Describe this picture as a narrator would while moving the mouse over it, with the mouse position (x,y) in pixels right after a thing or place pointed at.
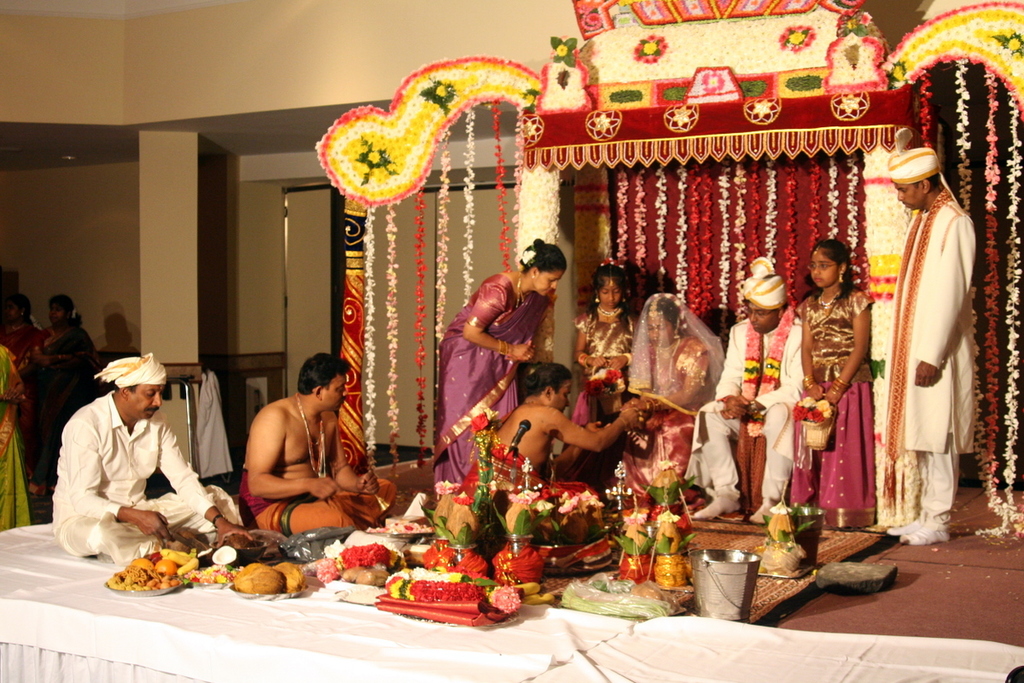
In this image there are three people (262,493) sitting on the dais (390,646). Beside them there is a man (709,408) and a woman (649,419) sitting on the chairs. Behind them there are a few people (537,279) standing. There are fruits (168,573), garlands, a microphone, clothes (415,610), buckets (715,585) and leaves (444,535) on the dais (566,620). In the background (641,194) there are garlands (446,182) to the wall (271,233). To the left (52,324) there are women (51,360) standing. It seems to be a wedding.
